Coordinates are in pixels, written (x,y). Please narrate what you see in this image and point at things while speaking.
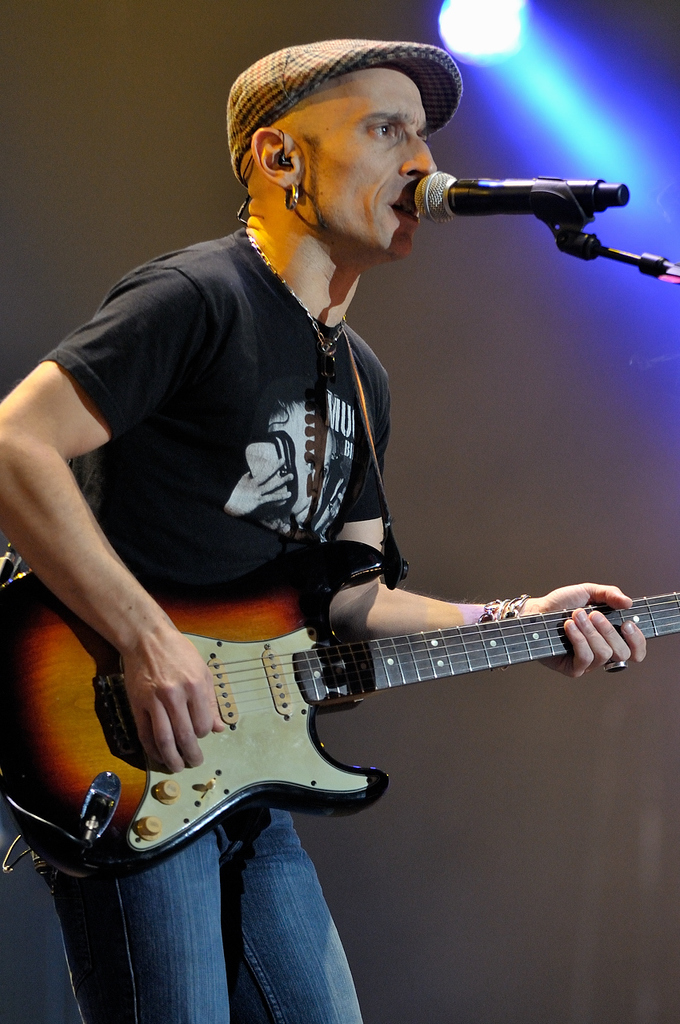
In this image I see a man (409,152) who is holding a guitar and standing in front of a mic (423,185) and I can also see there is light (516,99) over here.
